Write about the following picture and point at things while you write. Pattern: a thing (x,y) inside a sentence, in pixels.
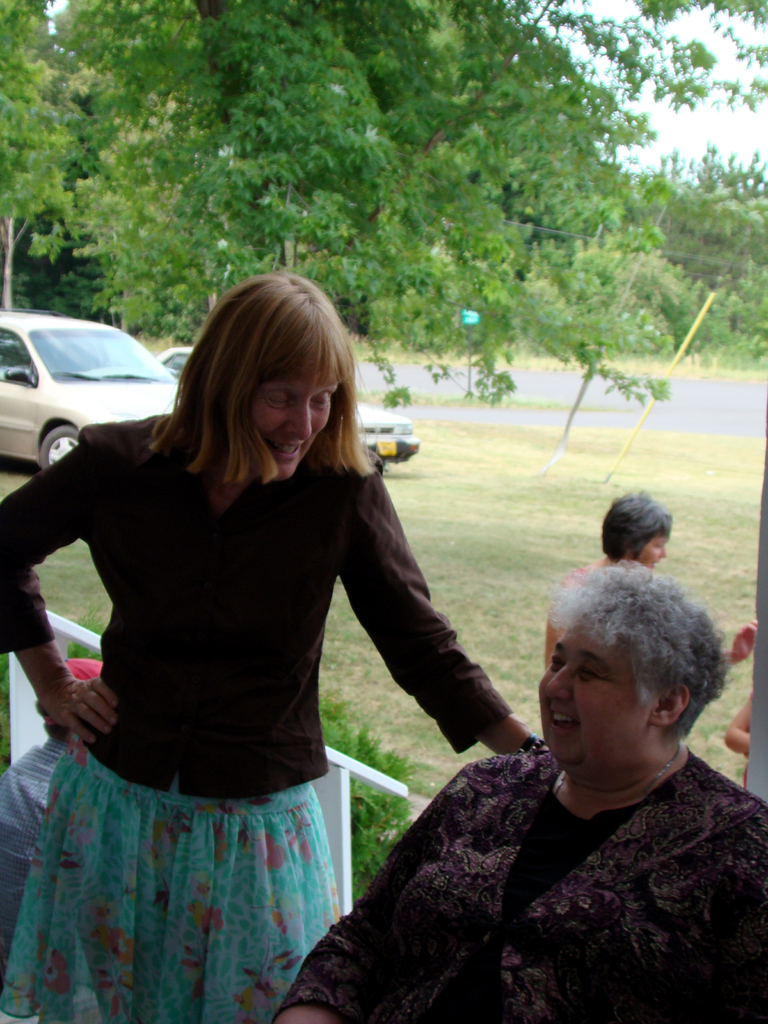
In this image we can see people (711,839), plants (369,763), grass (372,708), vehicles (19,343), sky (695,128), road (699,385) and trees (416,163).
